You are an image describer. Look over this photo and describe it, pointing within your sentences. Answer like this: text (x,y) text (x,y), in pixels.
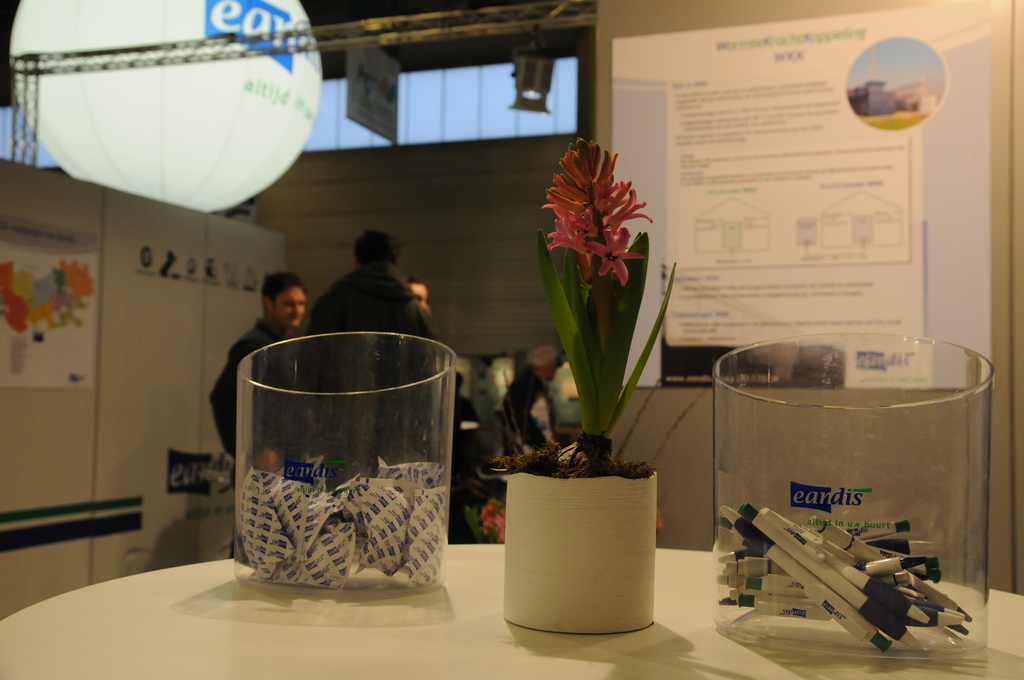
In this picture there is a table (676,634), On the table (489,555) there are two jars (451,426) and a plant (606,407). Plant (601,446) is in between the jars (951,521). In one of the jar (400,480) there are some candies (364,551) and in another jars (903,505) there are pens (874,599). In the background (753,220) there are group of people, board (797,129) and a balloon (140,156).
